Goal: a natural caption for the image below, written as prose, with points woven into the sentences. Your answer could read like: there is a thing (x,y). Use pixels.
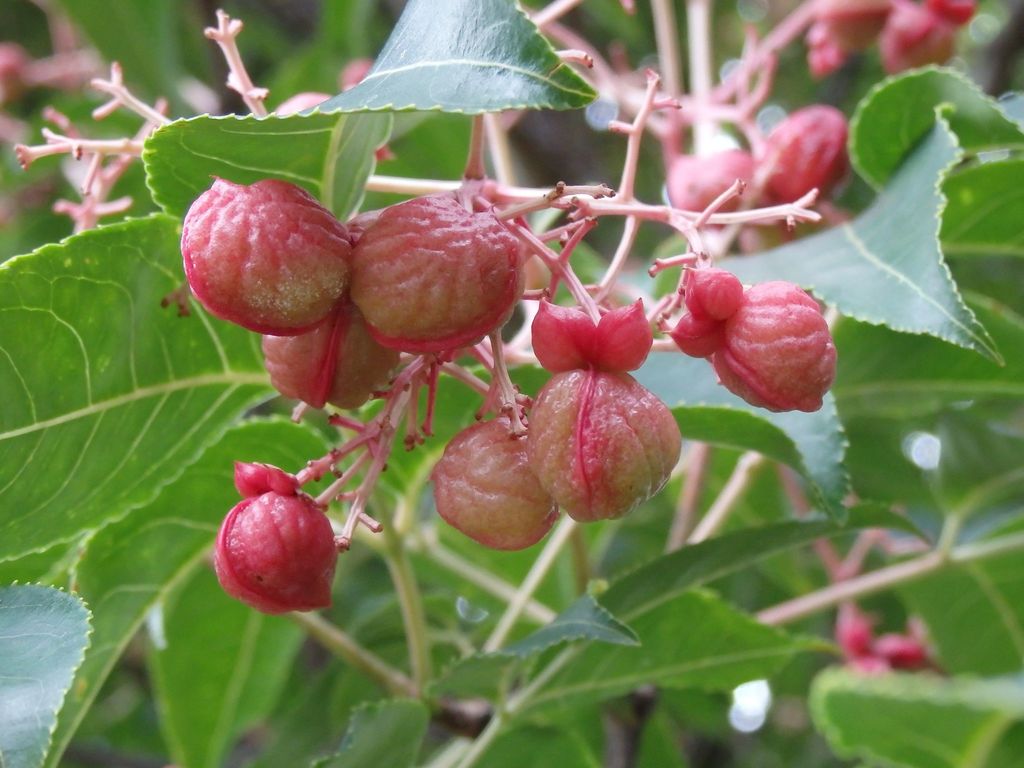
In this image there are pink colour fruits (500,325) in the middle (542,388). In the background (217,409) there are green leaves (795,428) around the fruits (510,305).
